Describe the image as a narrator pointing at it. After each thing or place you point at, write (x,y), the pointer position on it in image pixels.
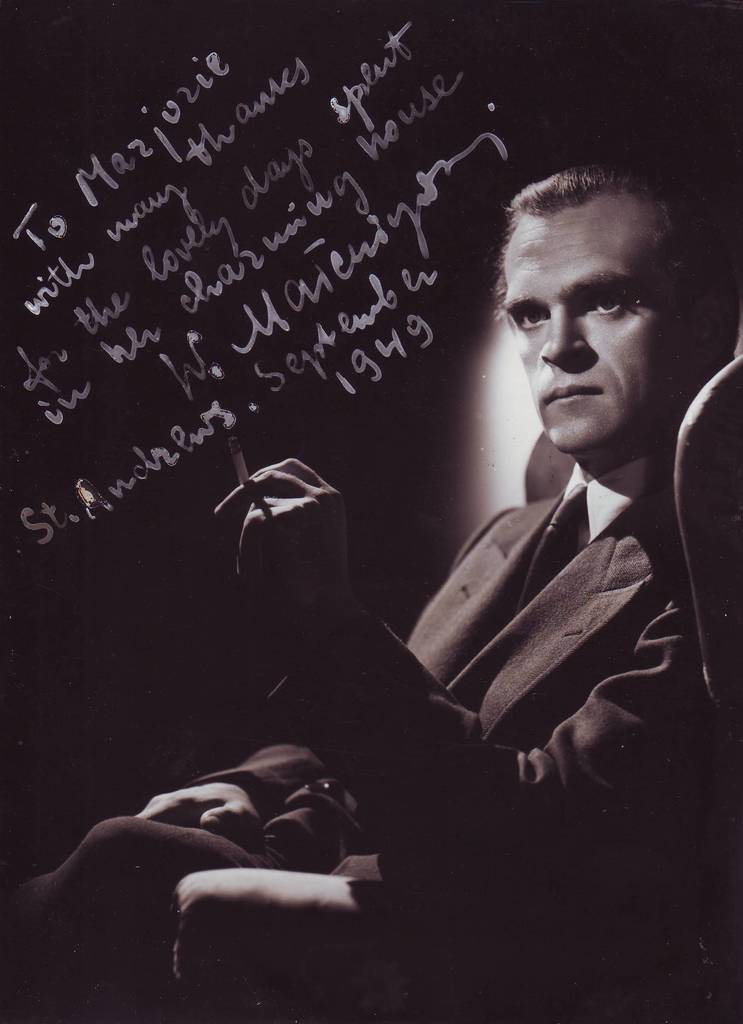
In this image I can see a man (563,594) is sitting. The man (526,520) is holding a cigarette (239,459) in the hand (268,495). This image is black and white in color. Here I can see something written on the image.
